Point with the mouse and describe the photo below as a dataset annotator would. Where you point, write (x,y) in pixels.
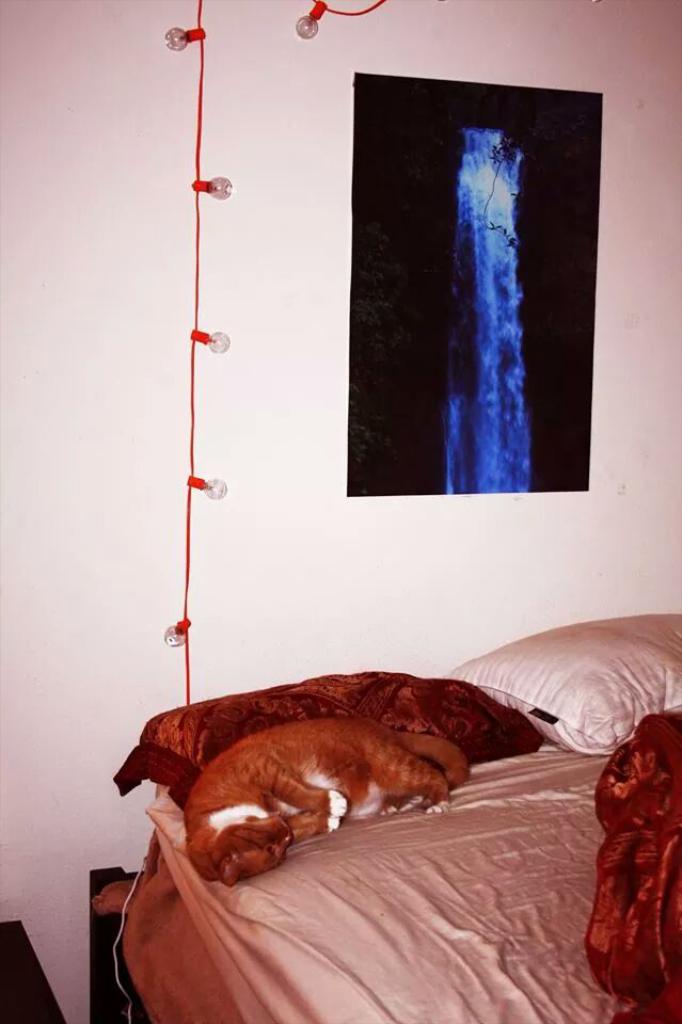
There is one cat (347,771) lying on the bed (379,834) as we can see at the bottom of this image (338,861). There are two pillows (487,726) on the right side (483,701) to this cat (424,736). There is a white color wall (268,416) in the background (252,448). There is one poster (557,358) attached to this wall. There are some lights (207,345) as we can see on the left side of this image (192,442).
